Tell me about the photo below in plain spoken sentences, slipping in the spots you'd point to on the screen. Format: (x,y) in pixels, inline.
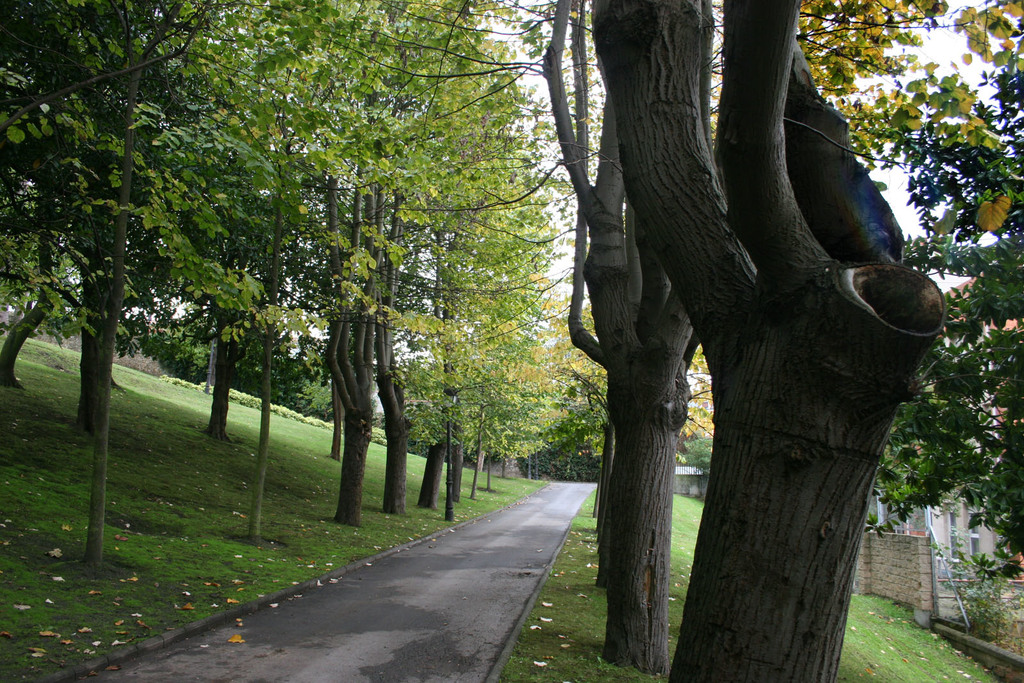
In the image we can see there are trees (639,396) around, in between the trees (375,349) there is a road (474,599). We can see grass (566,549), wall (876,581) and a white sky (941,41).
